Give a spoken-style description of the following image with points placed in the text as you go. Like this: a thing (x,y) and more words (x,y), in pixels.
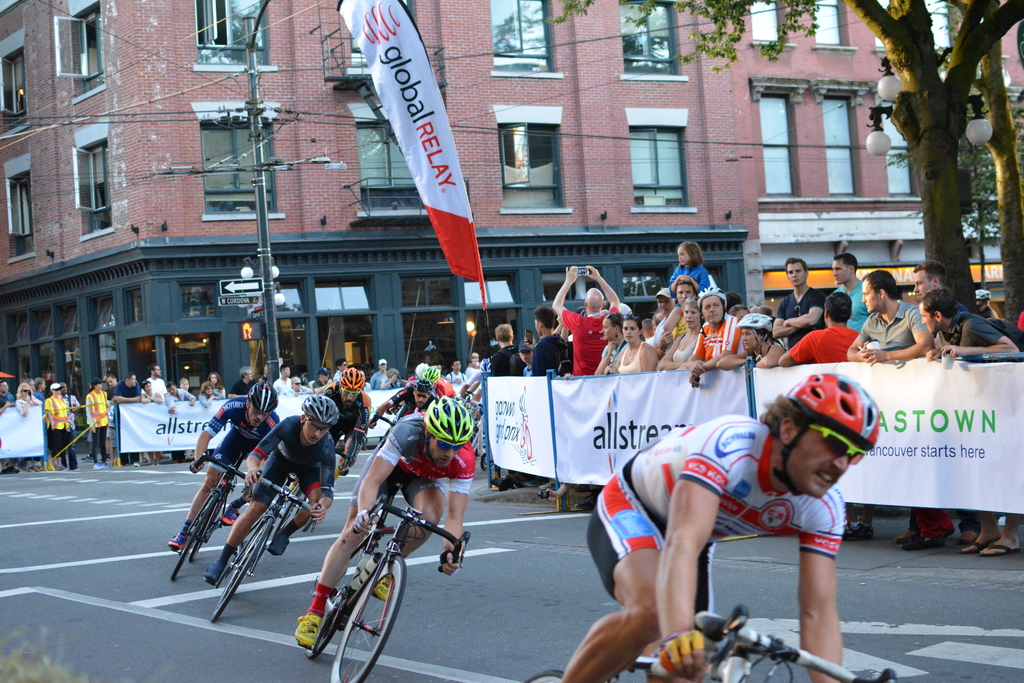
Group of people (922,336) standing and these persons (608,502) are riding bicycle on the road (155,583) and wear helmets (446,436). We can see building (702,129), glass window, pole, wires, banners (404,29), lights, trees (931,121).
